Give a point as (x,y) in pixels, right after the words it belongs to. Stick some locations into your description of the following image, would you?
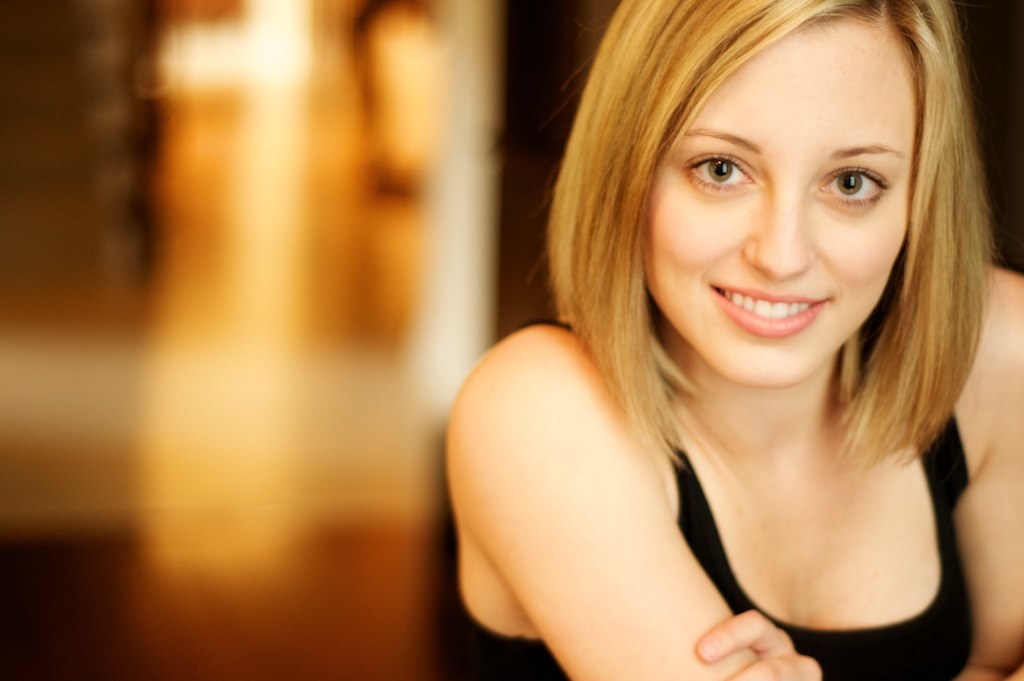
Background (47,167) portion of the picture is blur. On the right side of the picture (872,81) we can see a woman (792,585) wearing a black dress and her hair (931,101) length is short. She is smiling.
